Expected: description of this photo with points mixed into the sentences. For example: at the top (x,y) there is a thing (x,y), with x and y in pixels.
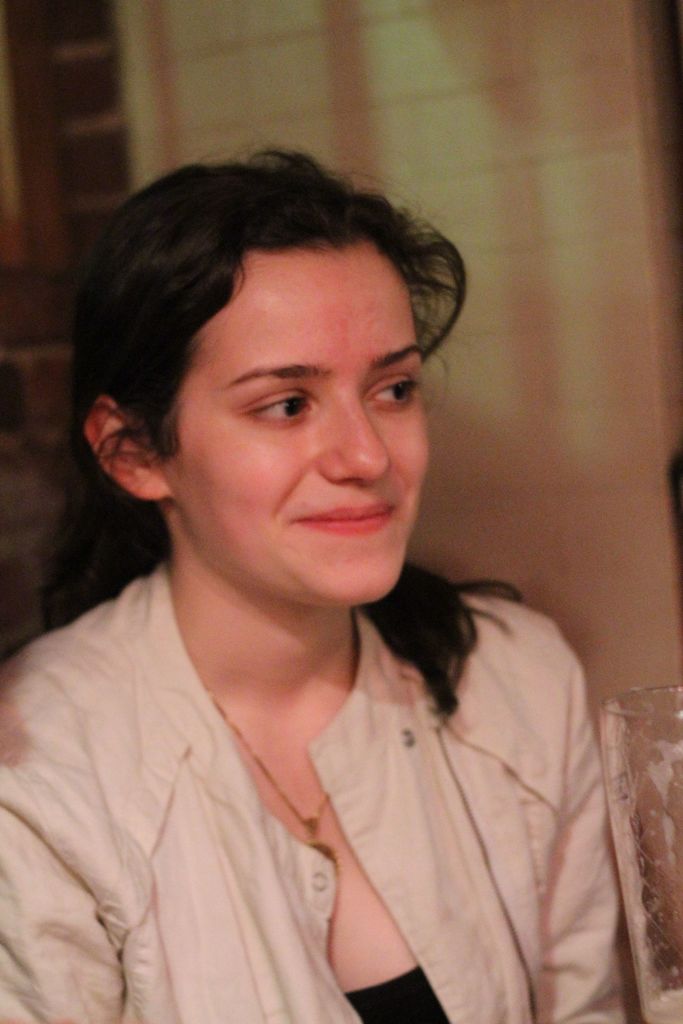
In this picture we can see a woman (384,657) in a jacket (384,657) is smiling and behind the woman (233,833) there is a wall (514,67).
